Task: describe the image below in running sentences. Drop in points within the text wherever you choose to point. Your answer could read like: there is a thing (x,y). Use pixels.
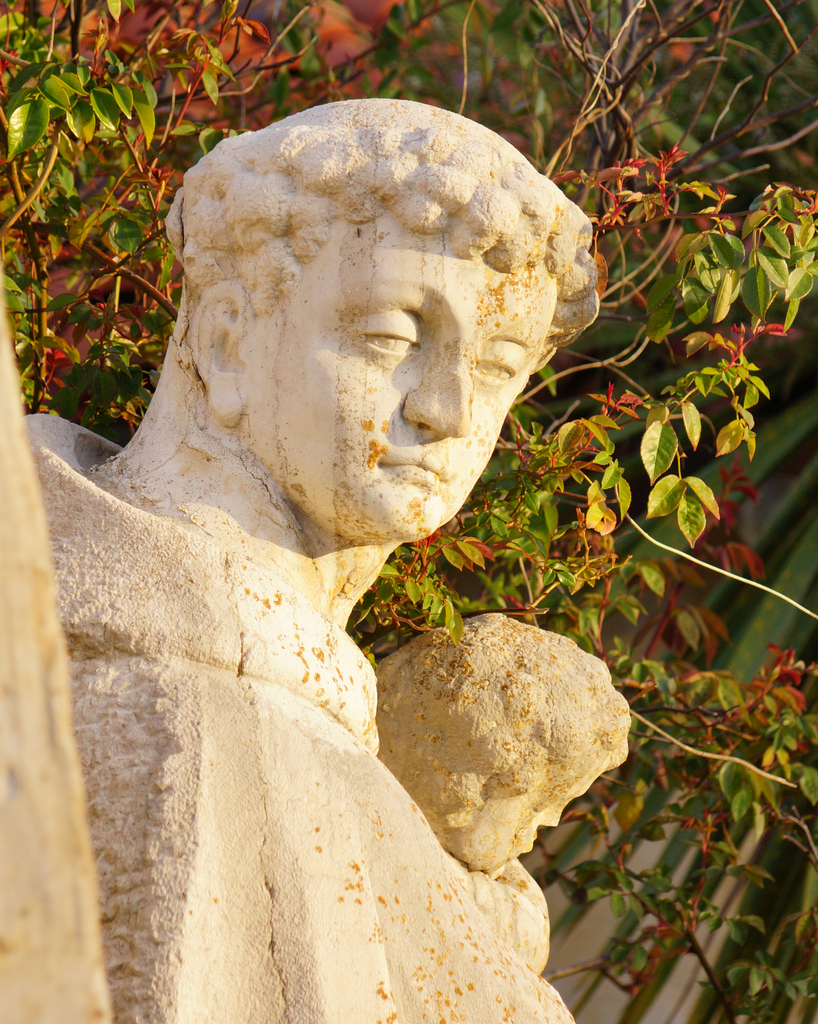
In this image, we can see some statues (176,390) and we can see some trees (666,464).
